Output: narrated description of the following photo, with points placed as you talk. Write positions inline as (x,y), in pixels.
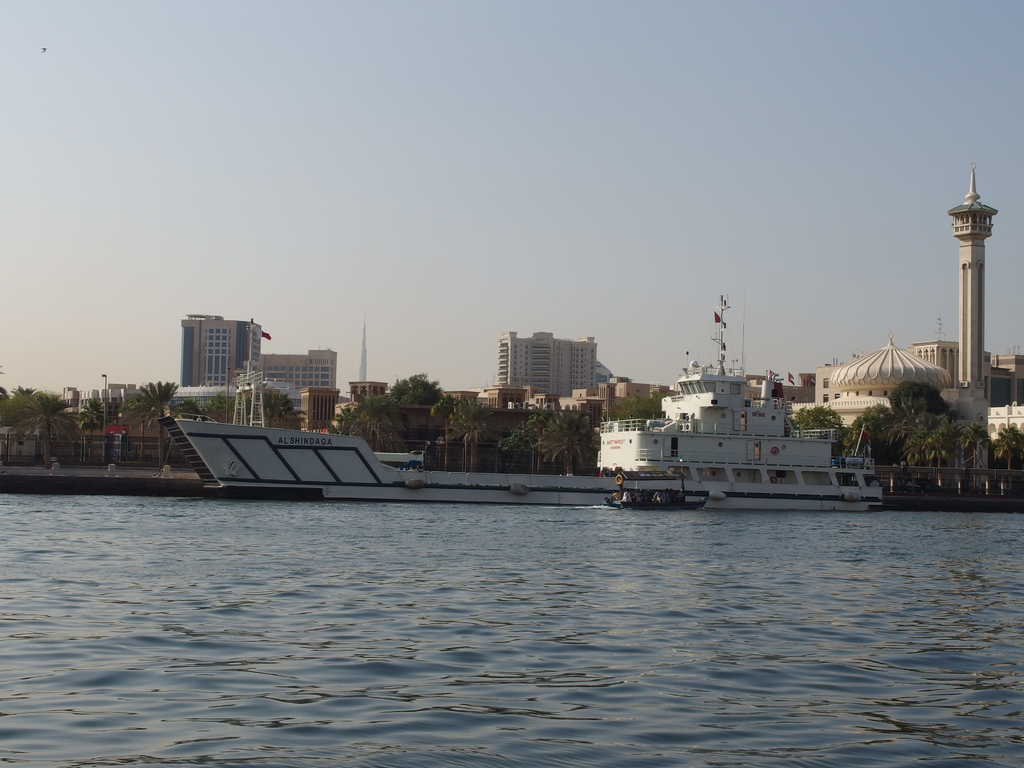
In this picture we can see a white color cargo ship (472,496) in the water (314,591). Behind there are some coconut trees (582,434) and building (489,402). On the right side (873,390) we can see brown color mosque (926,380).
